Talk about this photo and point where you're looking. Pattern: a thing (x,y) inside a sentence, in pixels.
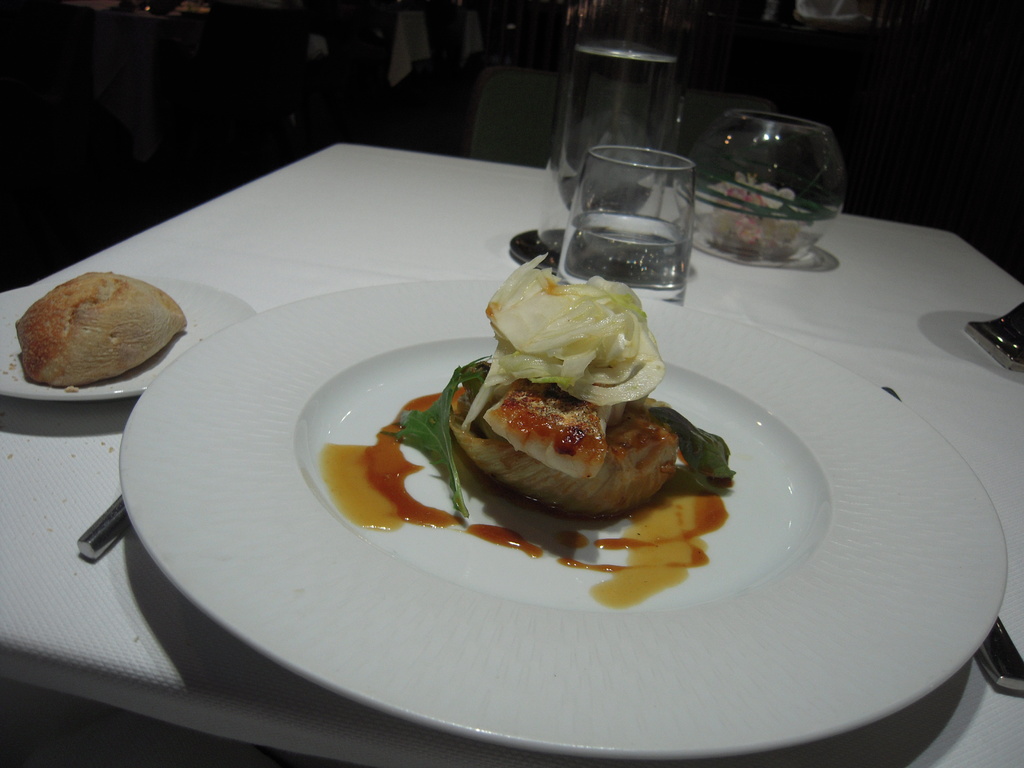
In this image we can see a table (517,174) on which group of glasses (639,253), plates (251,348), spoons (105,513) are placed on it. On the plates (109,388) we can see food (546,330). In the background (482,107), we can see chairs (501,110).
